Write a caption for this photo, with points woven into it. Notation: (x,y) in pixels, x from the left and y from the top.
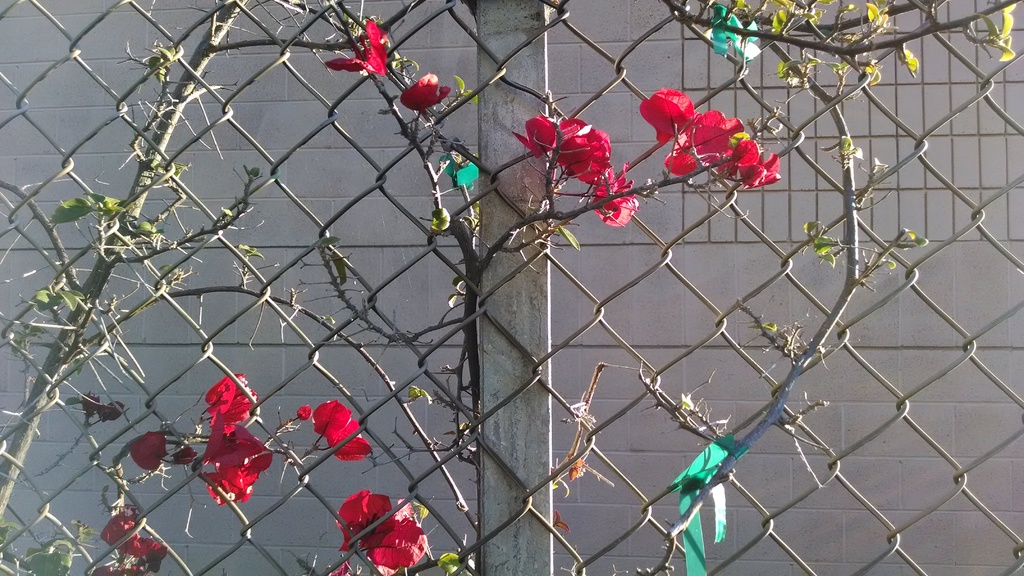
In this picture i can see the red flowers (623,201) on the plants (429,450), beside that i can see the concrete pole (498,221) and steel fencing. In the back (606,369) there is a wall (648,318) of the building (646,319). In the bottom right (688,478) i can see some blue plastic cover (686,499).
